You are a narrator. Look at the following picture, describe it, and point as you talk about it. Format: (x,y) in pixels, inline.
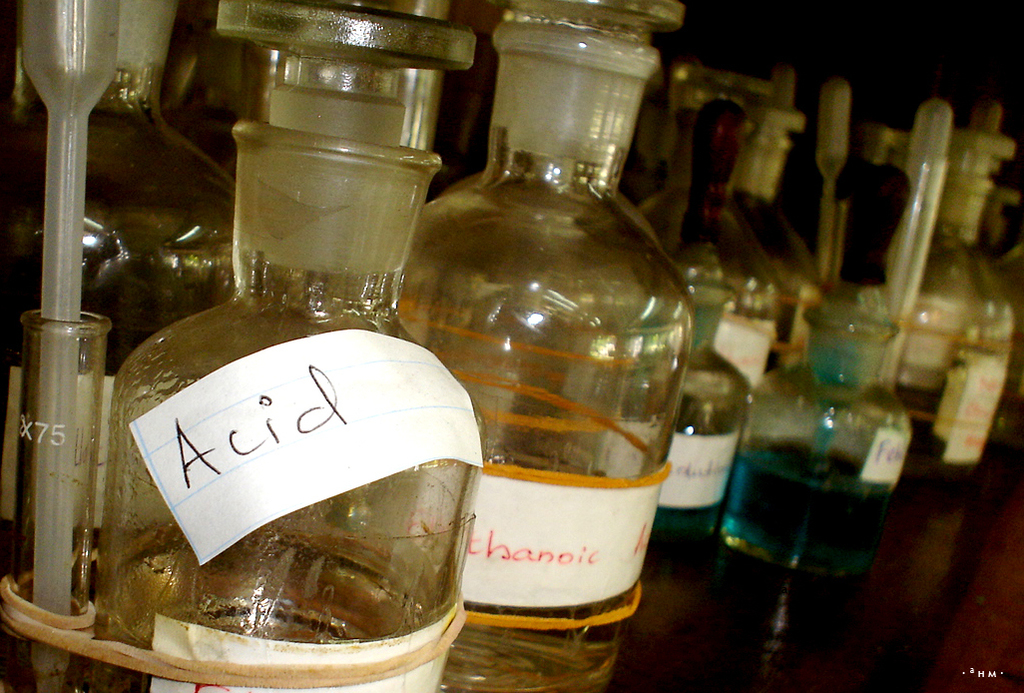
In this picture there are some chemical bottles (538,399) placed in the shelf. We can observe acid (294,521) here. All of them were glass material (636,376).
